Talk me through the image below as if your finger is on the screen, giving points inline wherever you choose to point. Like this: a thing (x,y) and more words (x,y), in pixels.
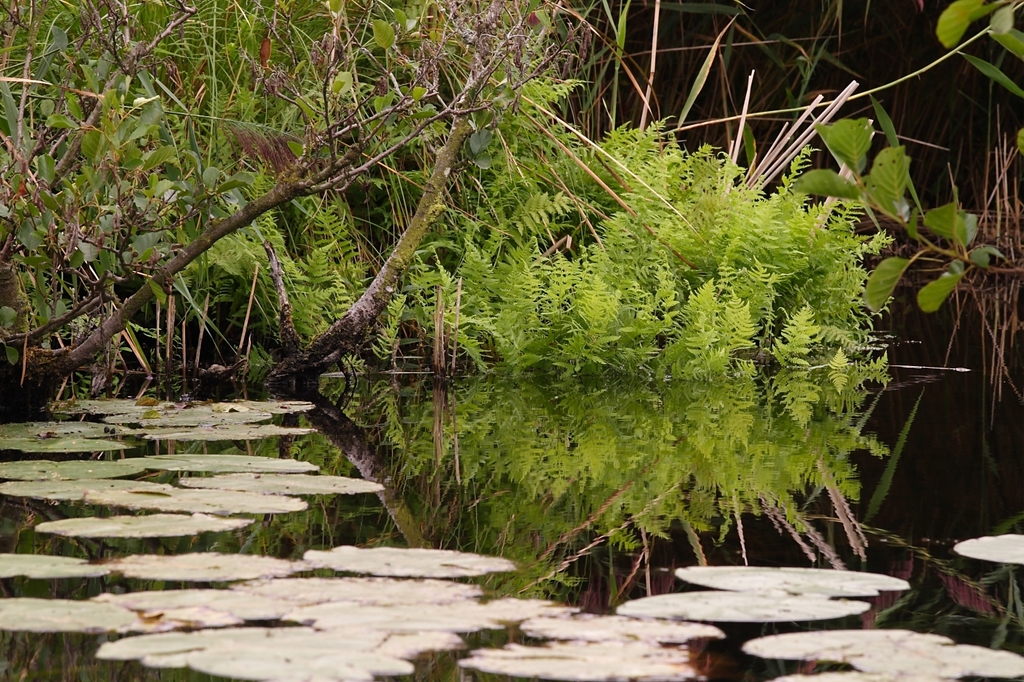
In this image there are leaves (194,429) on the water (877,477), and in the background (645,294) there are plants (440,291).
